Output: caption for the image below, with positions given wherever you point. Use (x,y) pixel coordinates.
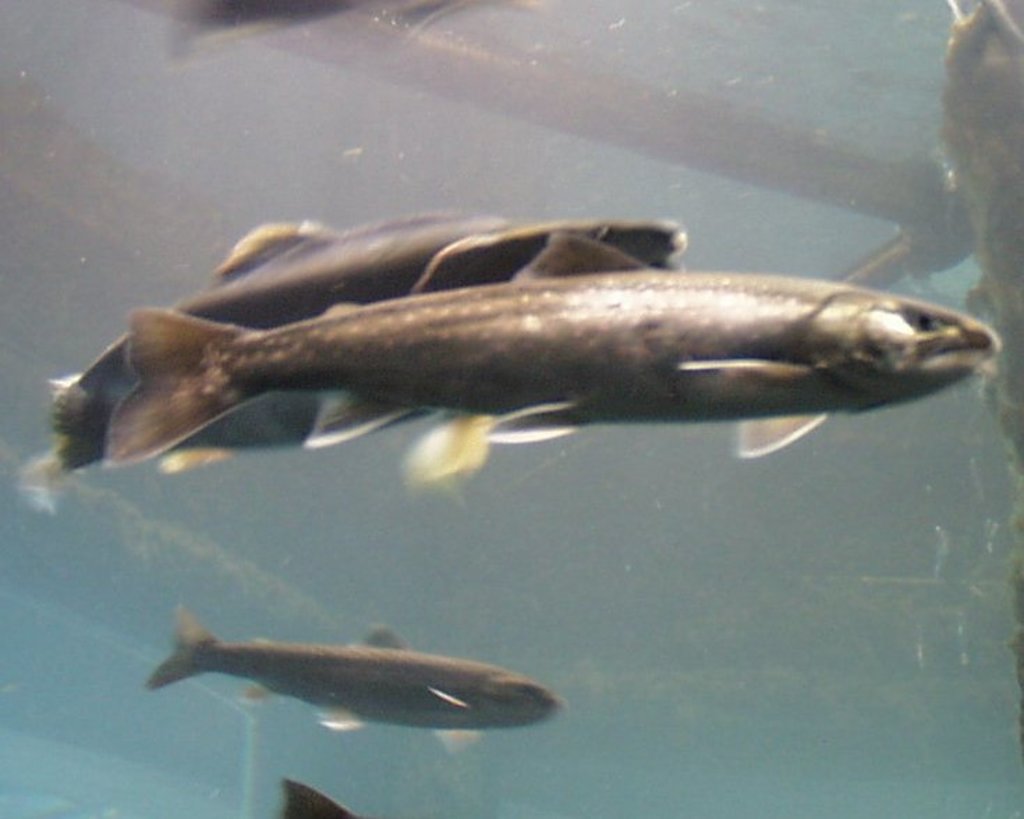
In this image I can see few fishes (315,269) in the water (706,628).
